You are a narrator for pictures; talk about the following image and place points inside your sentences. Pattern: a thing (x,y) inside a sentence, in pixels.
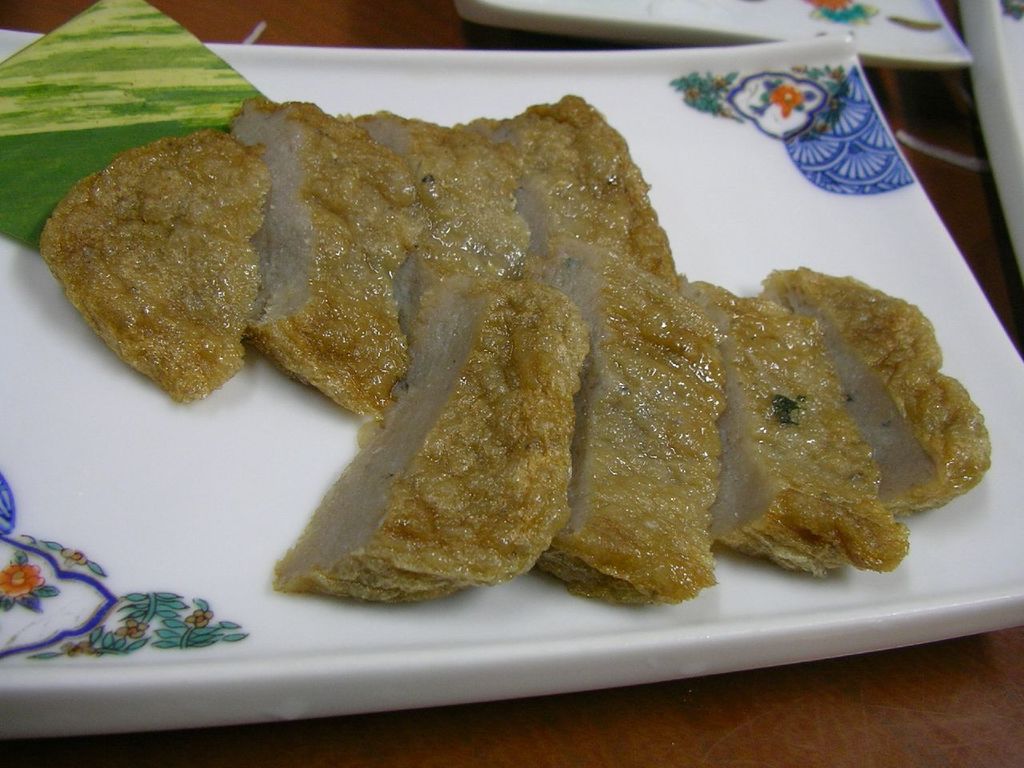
In this image I can see the plate (307,410) with food (657,573). The food (500,509) is in brown color and the plate (196,589) is in white color. To the side I can see few more plates (738,41). These are on the table (908,69).
